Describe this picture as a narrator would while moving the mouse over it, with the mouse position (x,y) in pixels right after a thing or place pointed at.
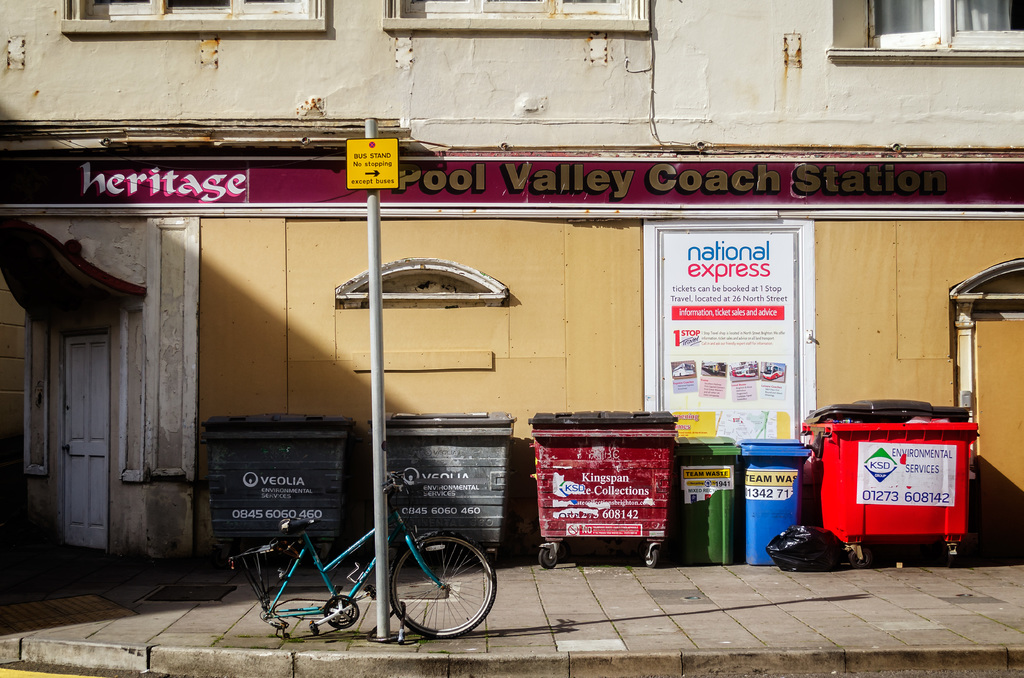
In this image we can see a pole (380,312) with a board (386,166) and there is a bicycle (443,594) and we can see some bins (929,512) and other objects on the sidewalk (508,641) and there is a board (722,169) attached to the wall (396,287) with some text (858,192) and there is a building (109,218) with doors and windows (452,10) and there is a board (736,272) with some text (722,276).
